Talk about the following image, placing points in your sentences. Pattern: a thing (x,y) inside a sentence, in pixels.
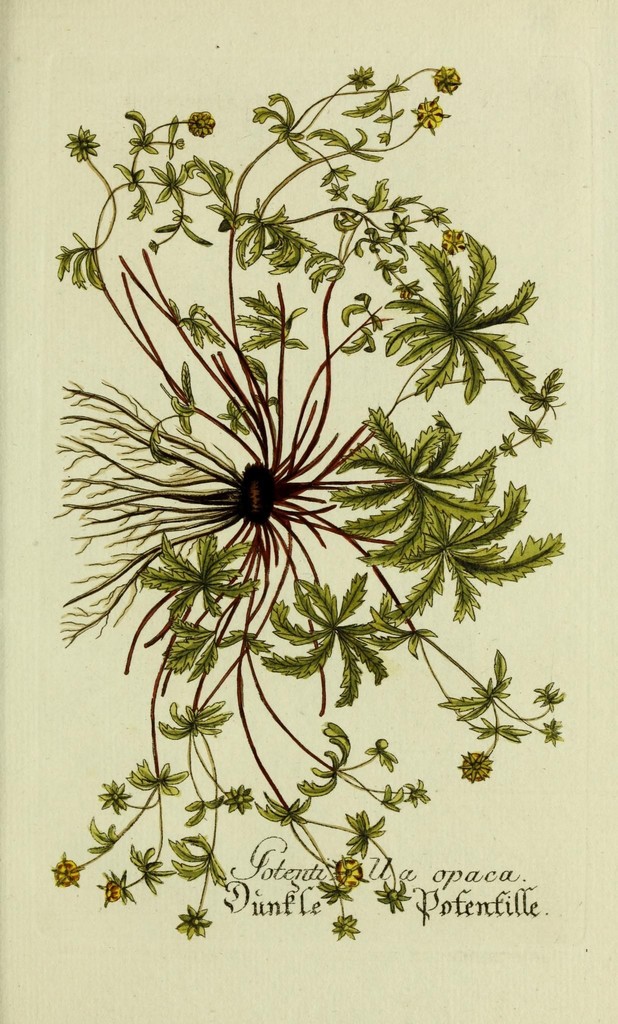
In the image in the center (225,631) we can see one paper (393,631). On the paper (342,588), we can see plant (201,617), root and we can see something written on the paper (311,859).
